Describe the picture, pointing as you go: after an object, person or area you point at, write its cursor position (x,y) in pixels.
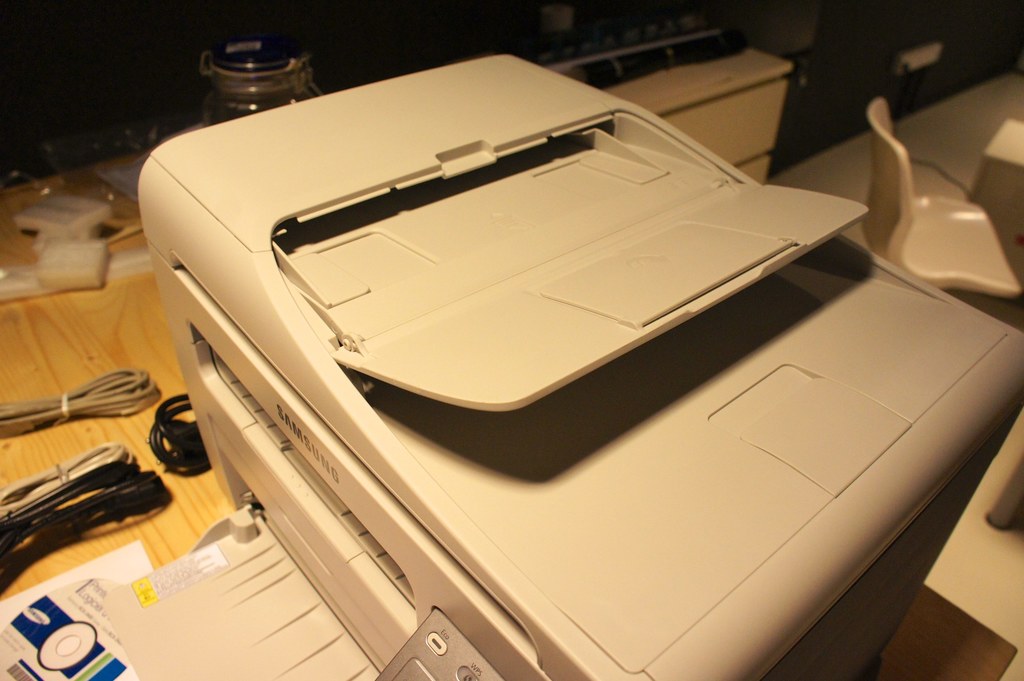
In this image, we can see a printer (352,424). We can also see some wires (126,387) and also a glass container (240,43) on the wood (38,303). We can see some chairs (879,168). We can see the ground (962,152). We can also see a table (950,128) with an object (675,18).
